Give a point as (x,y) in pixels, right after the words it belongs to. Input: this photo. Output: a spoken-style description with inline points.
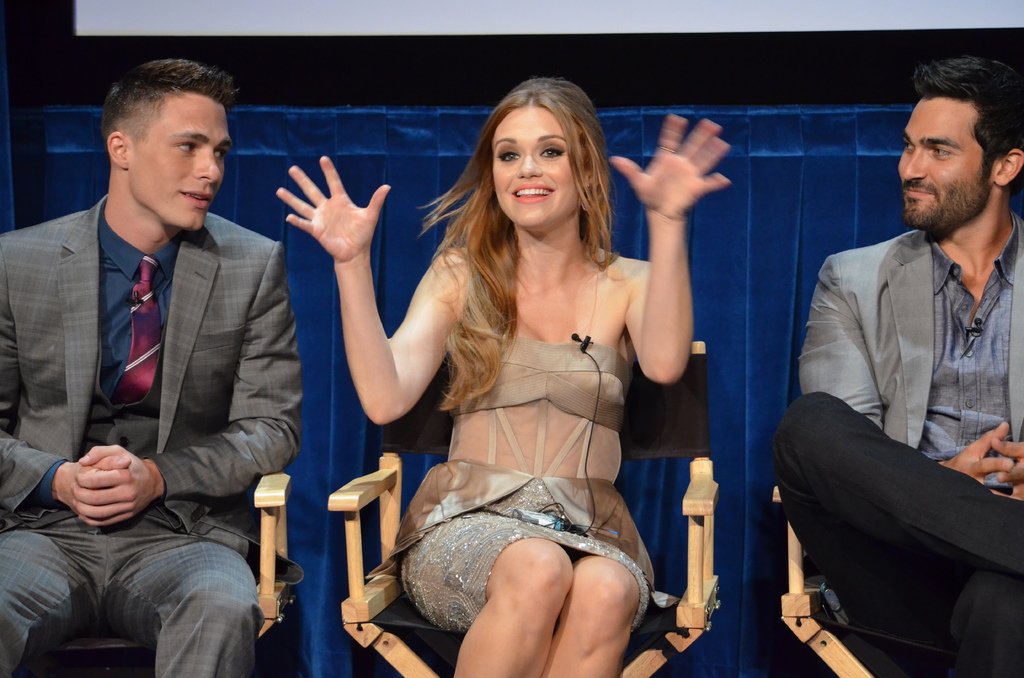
In this picture we can see there are three people (498,434) sitting on chairs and the woman (544,382) is explaining something. Behind the people (507,385) there are some objects (301,14).
